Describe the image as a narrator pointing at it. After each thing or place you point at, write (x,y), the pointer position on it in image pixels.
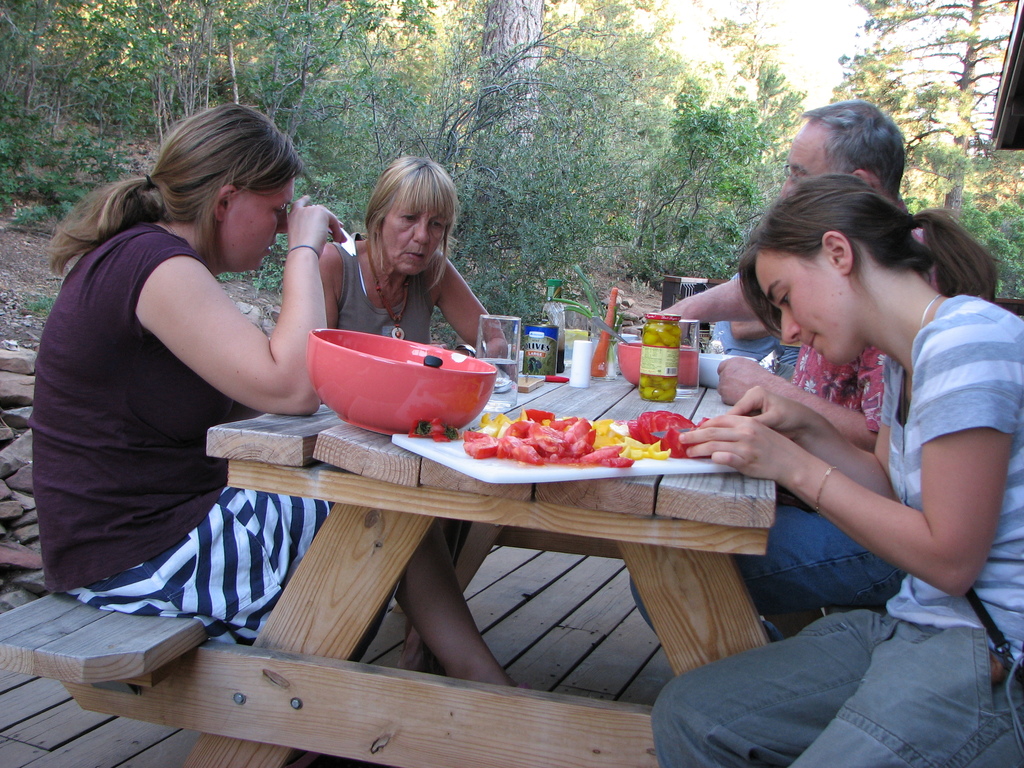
In this picture we can see four persons (68,480) sitting on the bench (155,666). This is table (370,509). On the table (450,515) there is a bowl (478,358), glass (497,392), bottle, and some food (649,444). On the background (661,204) we can see some trees (1017,281). And this is the sky (820,48).
